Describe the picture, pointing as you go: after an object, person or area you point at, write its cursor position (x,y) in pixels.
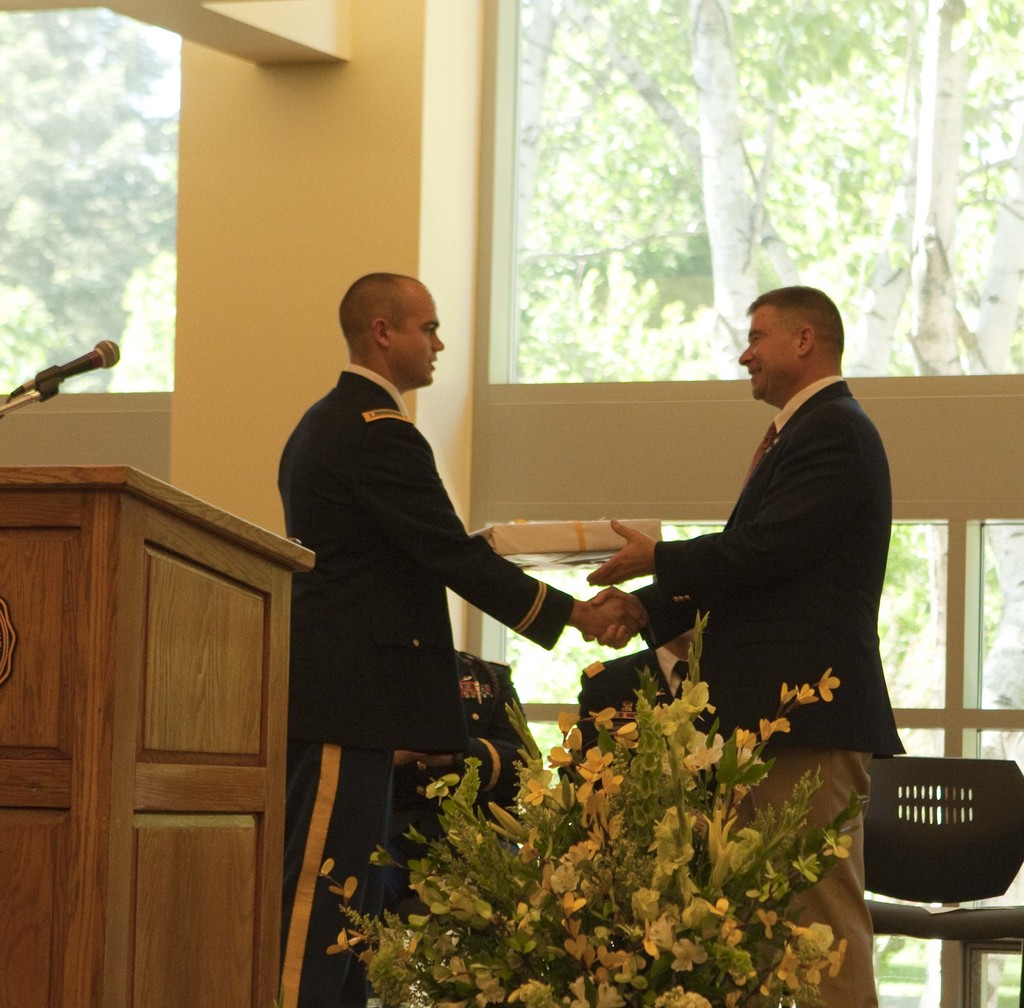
In this image we can see two men (812,600) are standing. One of them is wearing a uniform (376,472). At the bottom of the image (560,819), we can see the flowers (605,955). We can see a podium (78,590) and the mic (36,396) on the left side of the image (98,682). Behind the men (453,709), we can see two men (494,737) are sitting on the chairs (958,806). In the background (498,411), we can see a wall (363,261) and glasses (753,240). Behind the glasses (698,184), we can see the trees (629,233).
